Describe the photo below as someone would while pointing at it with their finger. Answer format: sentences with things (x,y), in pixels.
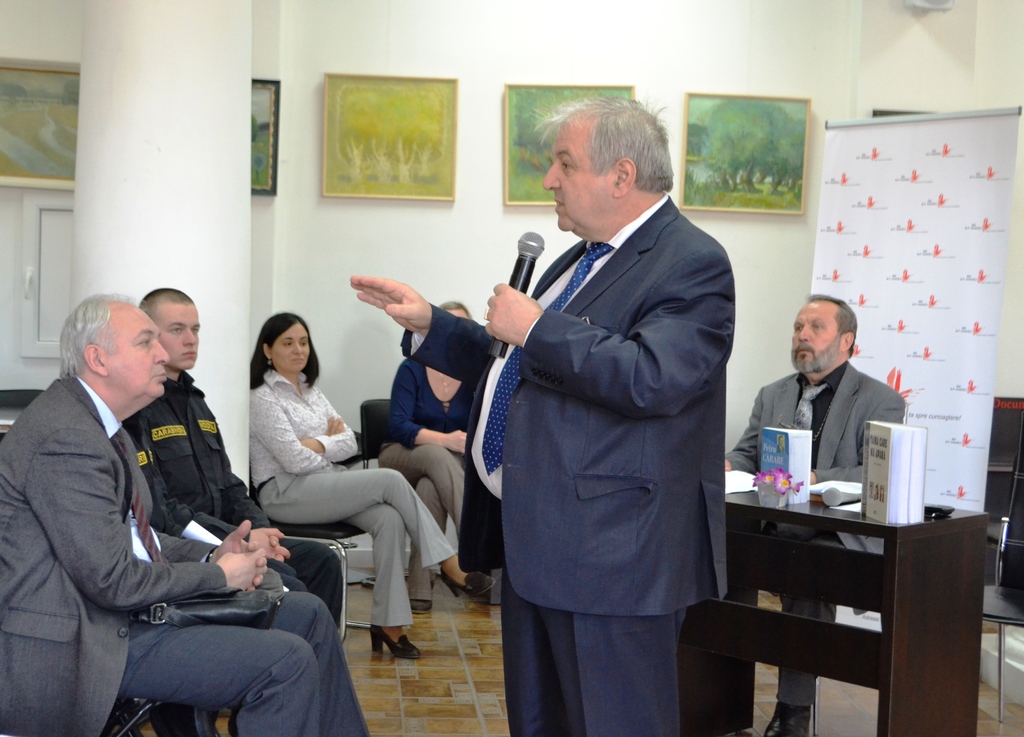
A man (586,191) is standing and speaking with a mic (527,290) in his hand (515,295). There are few people (456,395) around him sitting and listening.
